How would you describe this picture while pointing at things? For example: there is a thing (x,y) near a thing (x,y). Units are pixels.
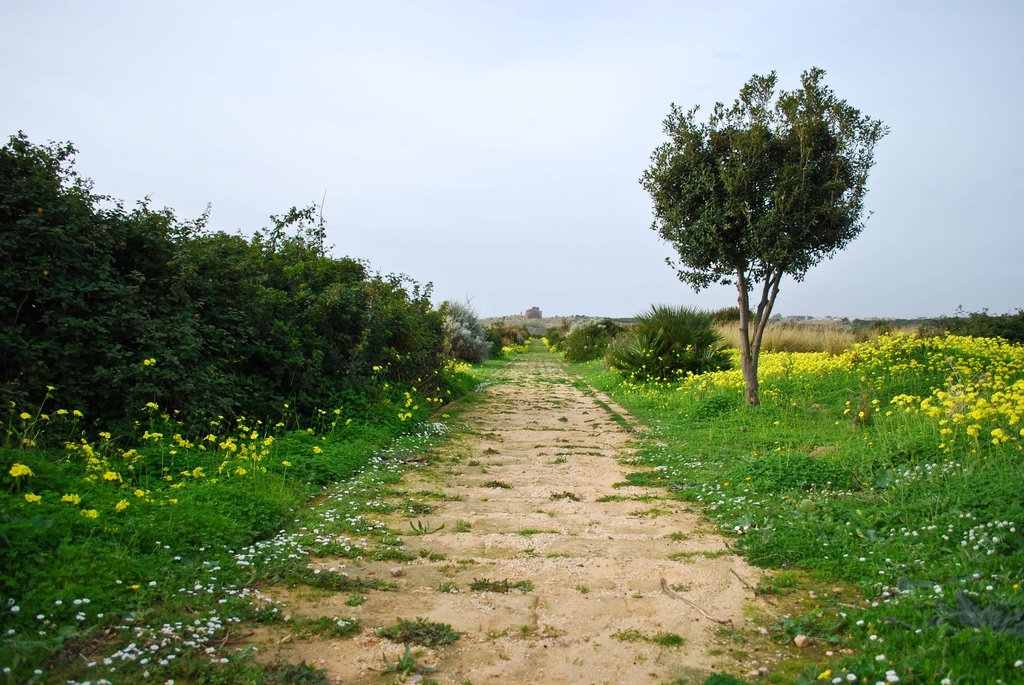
In this image we can see flowers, near that we can see the grass (932,604), some plants (569,329), trees (807,156), after that we can see stones (526,316), at the top (618,109) we can see the sky (580,263).
